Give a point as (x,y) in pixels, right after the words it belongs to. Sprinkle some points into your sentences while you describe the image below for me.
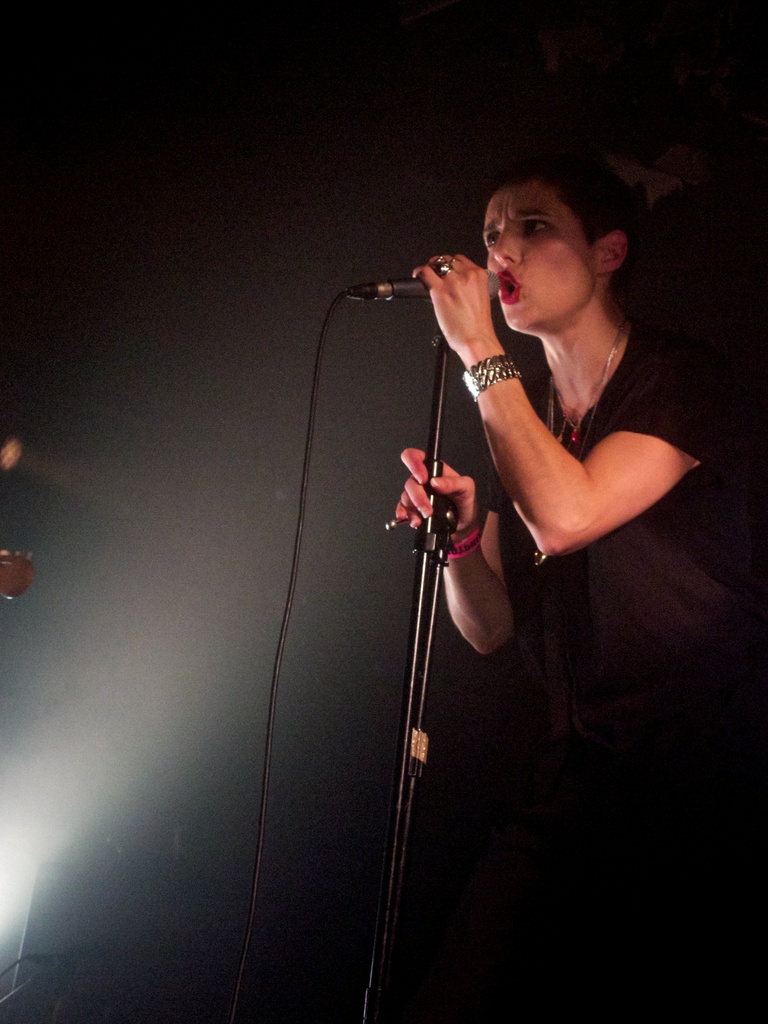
Background (151,153) portion of the picture is completely dark. In this picture we can see a person (610,263) standing, holding a microphone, stand (413,607) with the hands (443,490) and singing.
